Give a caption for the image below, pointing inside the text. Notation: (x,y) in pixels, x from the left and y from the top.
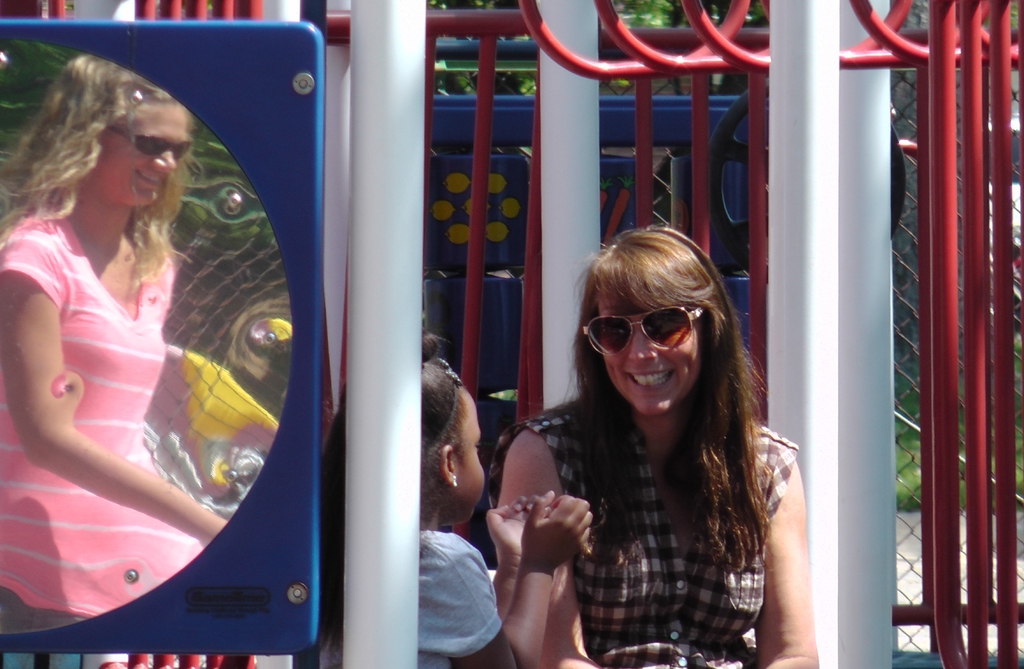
In this image we can see a mirror (193,326) attached to the fence (153,3) through which we can see a woman (98,412) wearing pink dress (100,540) and glasses (181,146) is smiling. Here we can see a child (434,587) and a woman (718,539) wearing glasses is smiling. In the background (959,177), we can see a net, red color poles (729,37) and trees (466,80).
